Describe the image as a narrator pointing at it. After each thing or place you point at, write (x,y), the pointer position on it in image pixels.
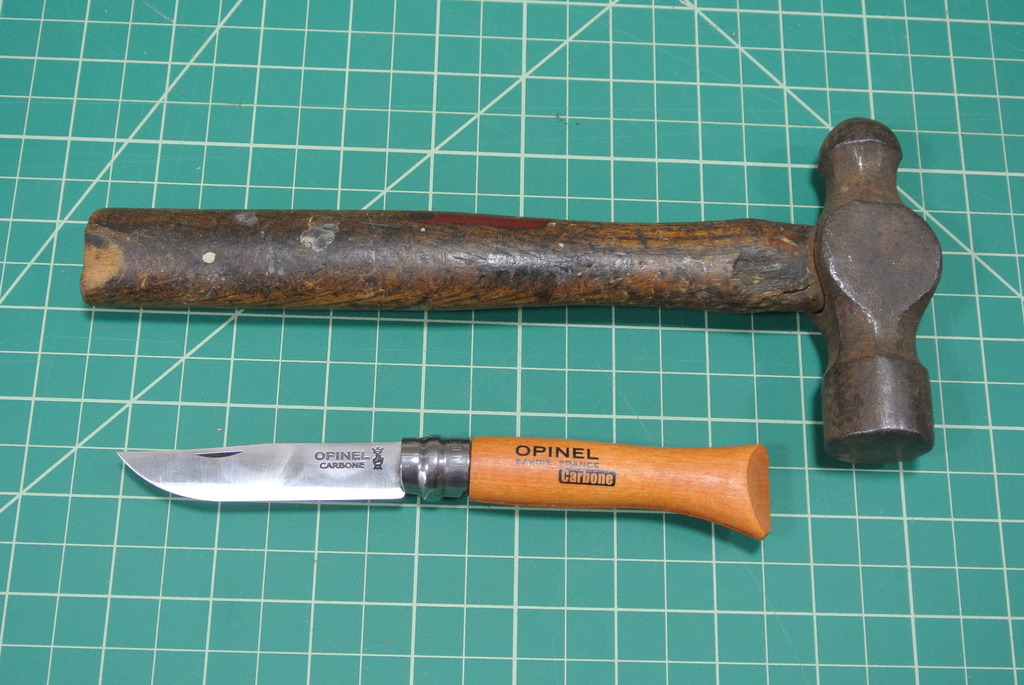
This picture shows a hammer (830,450) and a knife (583,484) on the green color surface (931,186).
